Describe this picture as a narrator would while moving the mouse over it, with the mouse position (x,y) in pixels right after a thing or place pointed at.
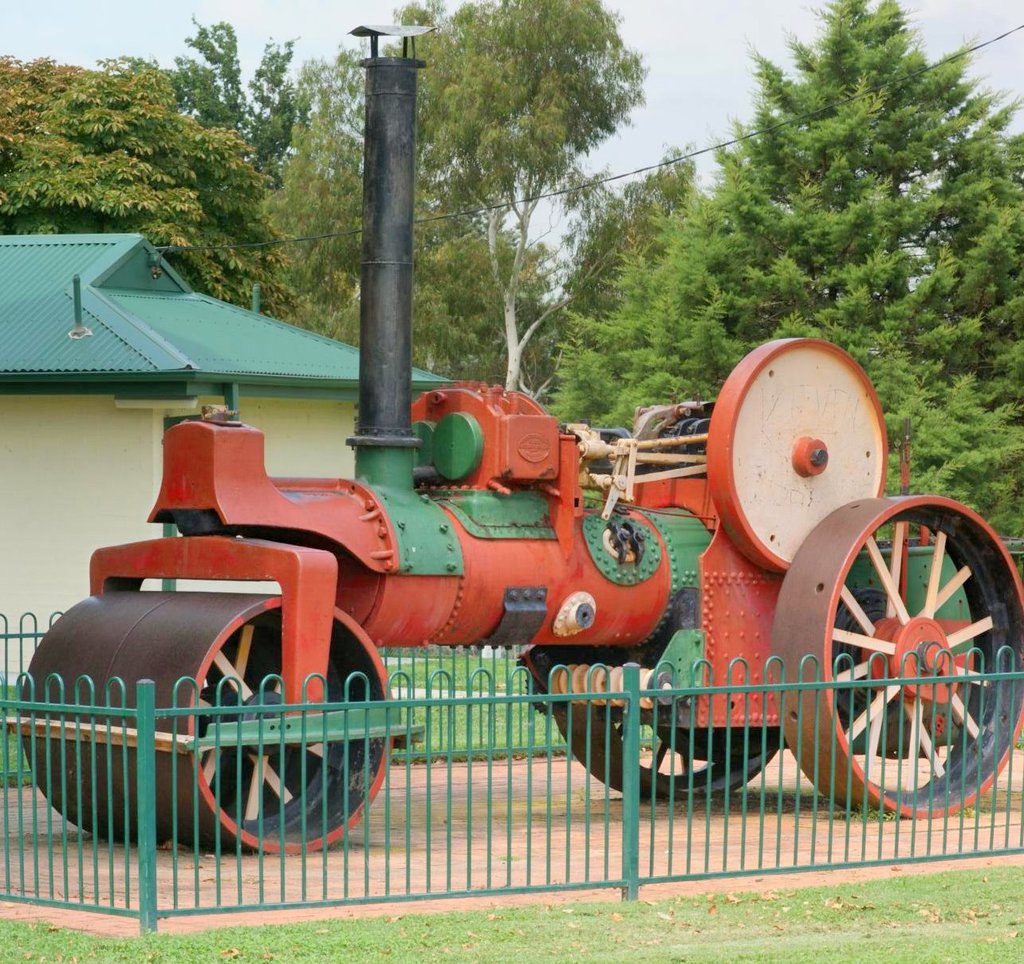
In this image at the center (381,328) there is a road roller (519,592). Around the road roller (522,627) metal fencing (430,755) was done. At the back side (85,398) there is a building (175,288) and we can see trees (856,58) and sky (686,87).
